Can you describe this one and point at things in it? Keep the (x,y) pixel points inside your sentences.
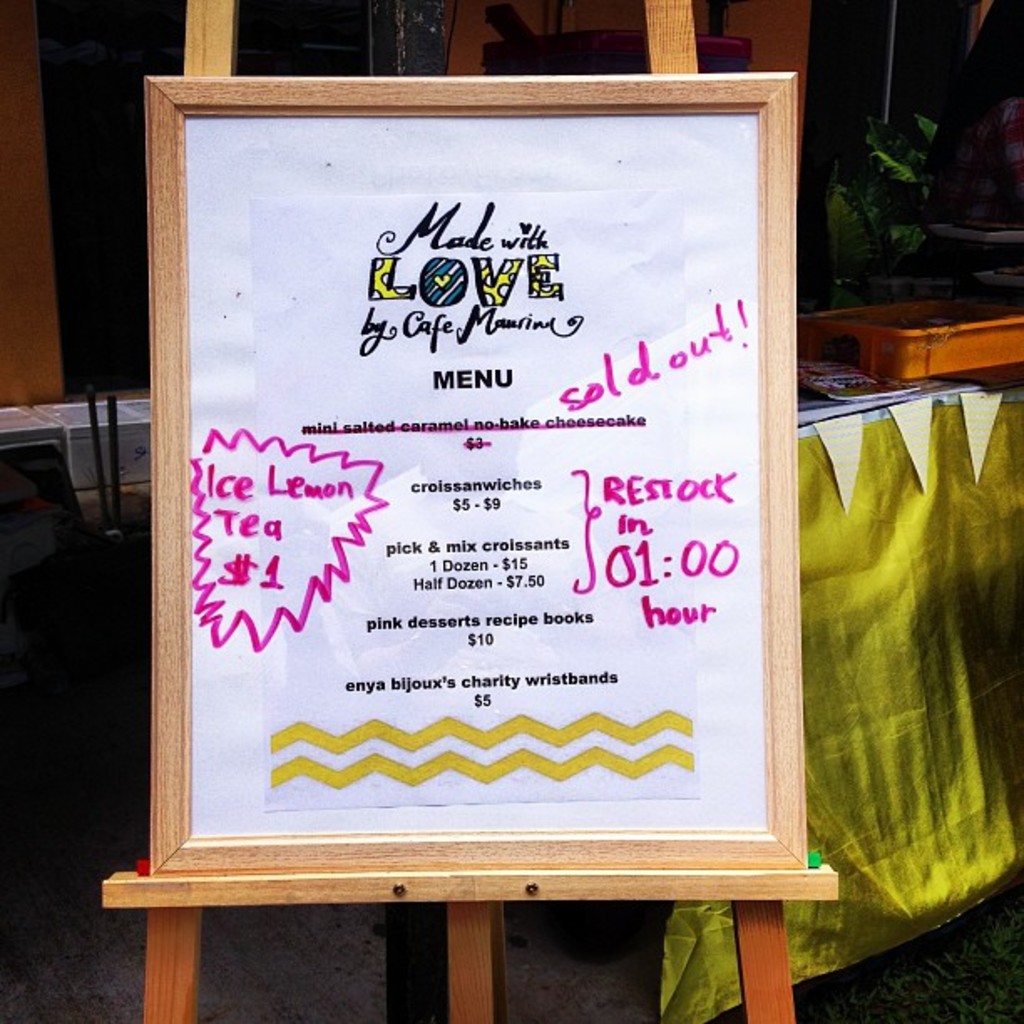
In this image we can see a photo frame (381,476), there is some matter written on it, at the back (934,310) there is a table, there is a container (960,365) and some objects (908,244) on it, there is a curtain (807,456).
